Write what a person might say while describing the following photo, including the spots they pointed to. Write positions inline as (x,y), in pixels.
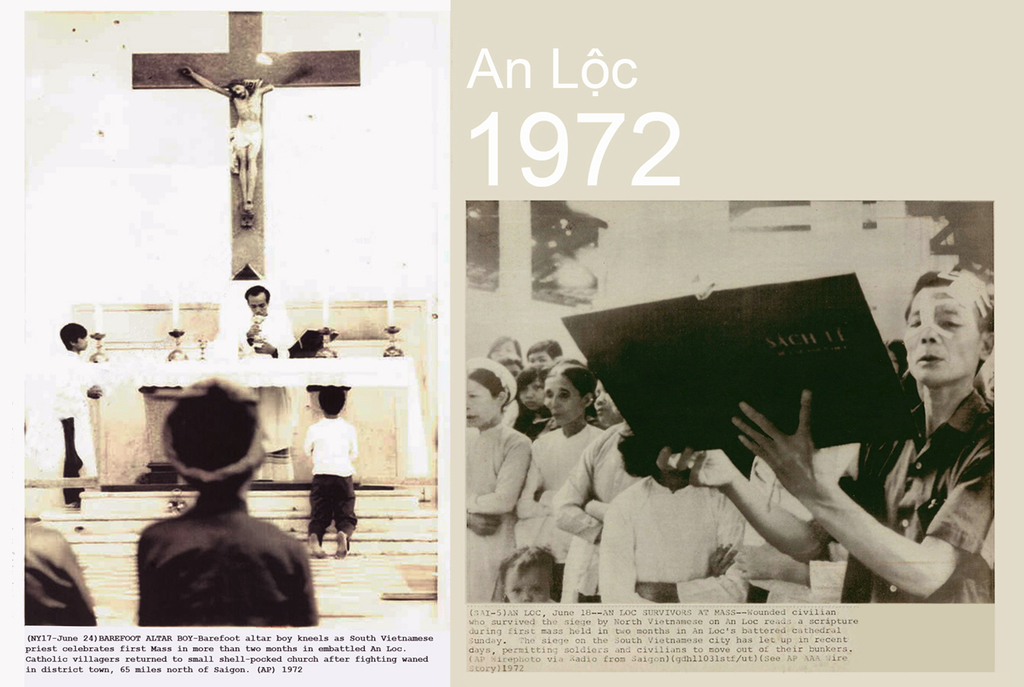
In this image there is a collage picture, in that there are two black and white posters (418,153), in one there are people (297,625), behind that people (319,492) there is jesus (243,89) and at the bottom (139,673) there is some text (335,658), in second picture (745,261) there are people (522,474) one person (930,476) is holding a book (678,446) in his hands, at the top (597,143) and bottom some text (662,624) is written.
